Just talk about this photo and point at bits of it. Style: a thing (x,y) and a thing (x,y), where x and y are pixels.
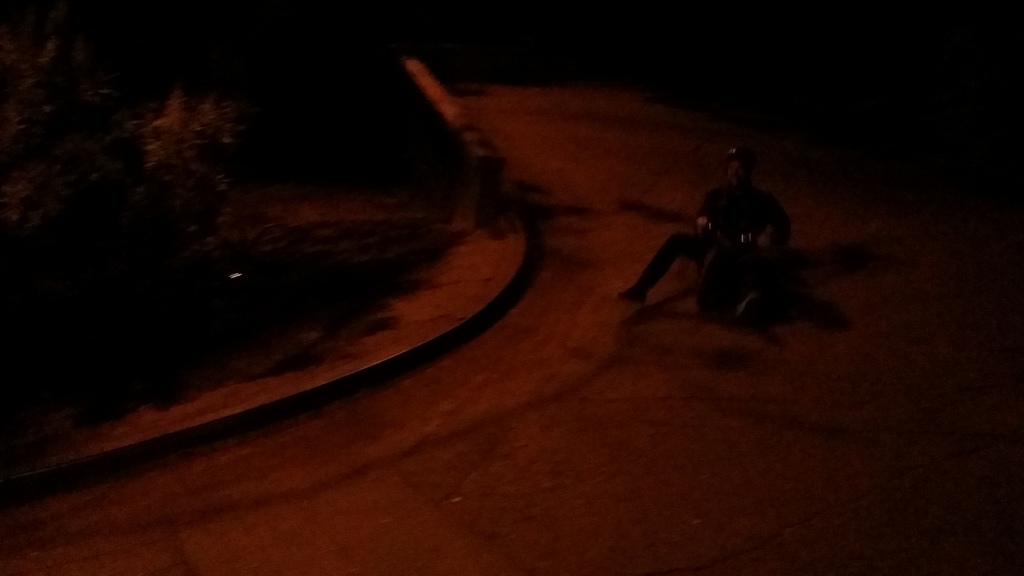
In the middle of the picture (681,243), we see a man (764,260) in the black dress (764,260) is wearing the helmet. He might be riding the vehicle (709,299). At the bottom (506,490), we see the road (629,230). On the left side (237,165), we see the trees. In the background (580,71), it is black in color. This picture is clicked in the dark.
